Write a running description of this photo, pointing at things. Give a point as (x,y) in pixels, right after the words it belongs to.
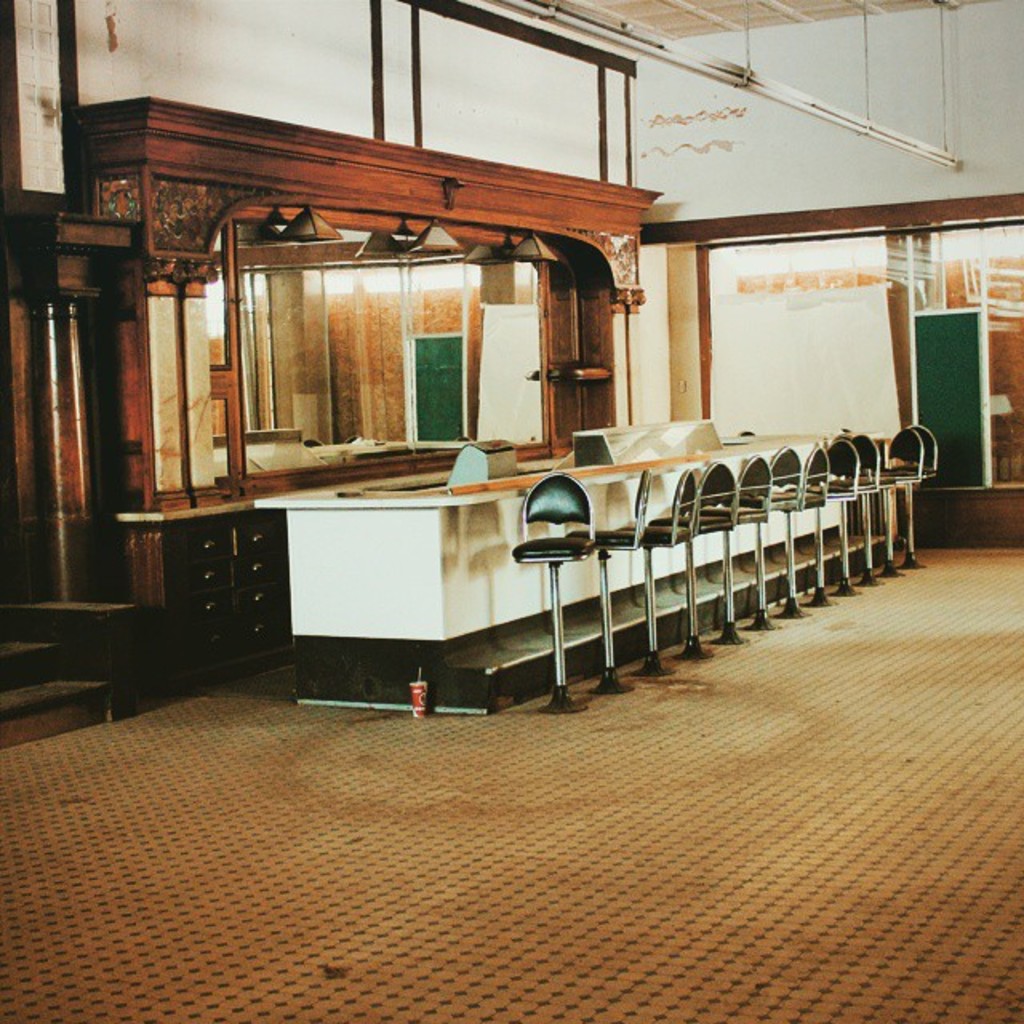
There is one table (780,539) and some chairs (640,531) are arranged as we can see in the middle of this image (408,552). There is a mirror (373,412) on the left side of this image (324,375). There is a wooden frame (397,176) is attached to this mirror (338,362). There is a wall (610,129) in the background (668,171). There is a carpet (506,801) on the floor (572,812) at the bottom of this image (475,819).
